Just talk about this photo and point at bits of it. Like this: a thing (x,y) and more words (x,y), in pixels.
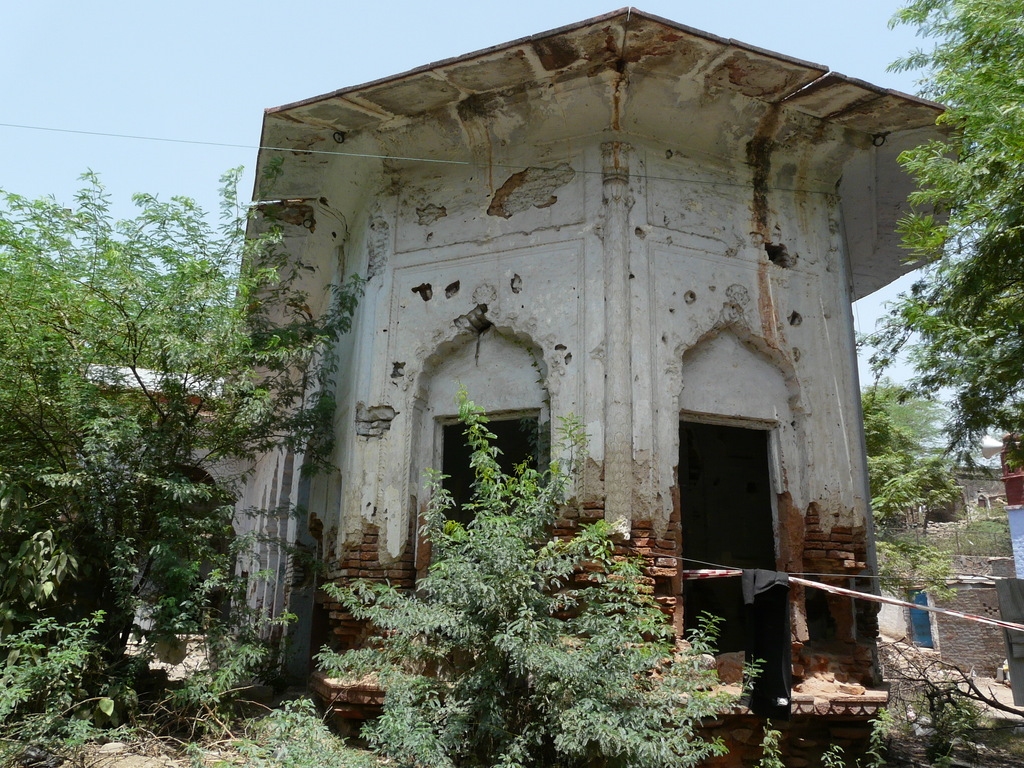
In this image we can see a building (401,276). We can also see some plants (361,653), trees (209,605), a cloth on a tape (819,587) and a wire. On the backside (905,381) we can see some buildings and the sky (306,36) which looks clear.
